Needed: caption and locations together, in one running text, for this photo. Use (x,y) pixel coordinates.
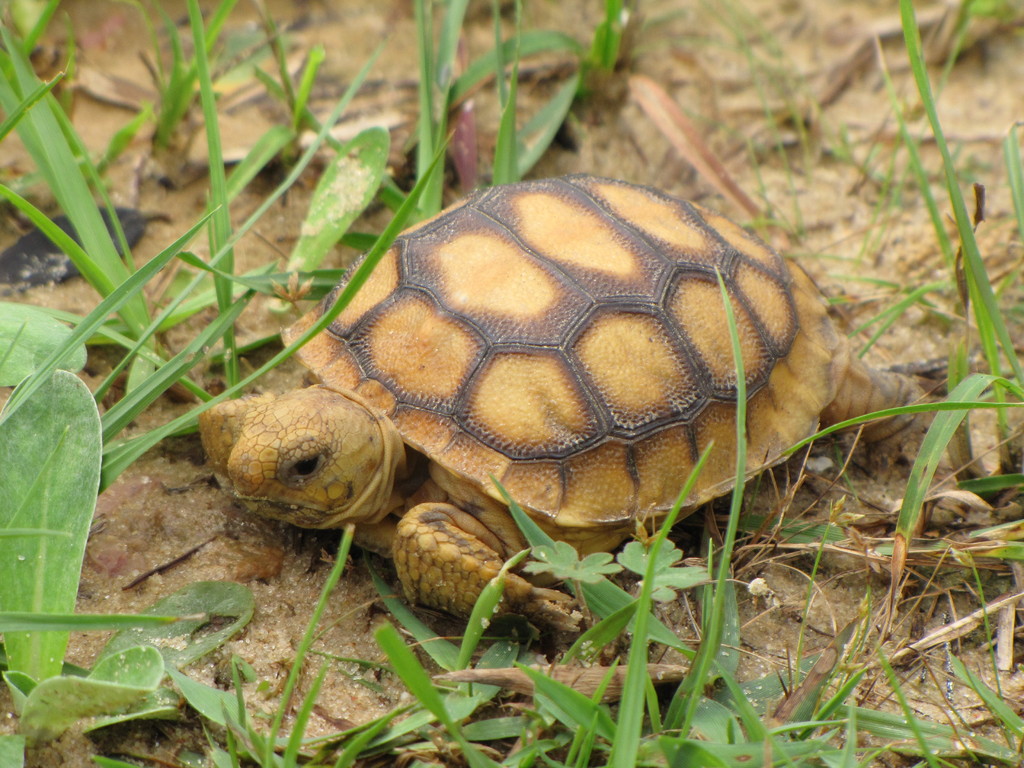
In this picture we can see a turtle (409,421) and grass (248,348).
